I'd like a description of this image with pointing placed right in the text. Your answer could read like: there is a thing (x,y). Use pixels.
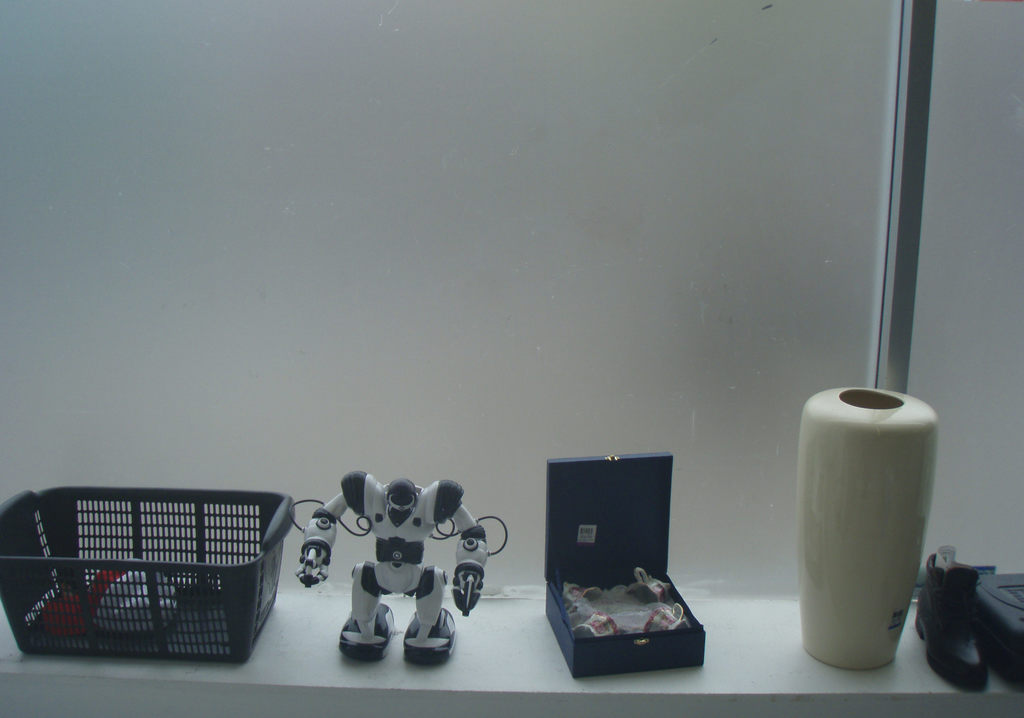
In this picture we can see a basket (204,534), robot toy (449,515), vase (819,523), shoe (974,656) on a platform (849,680).
